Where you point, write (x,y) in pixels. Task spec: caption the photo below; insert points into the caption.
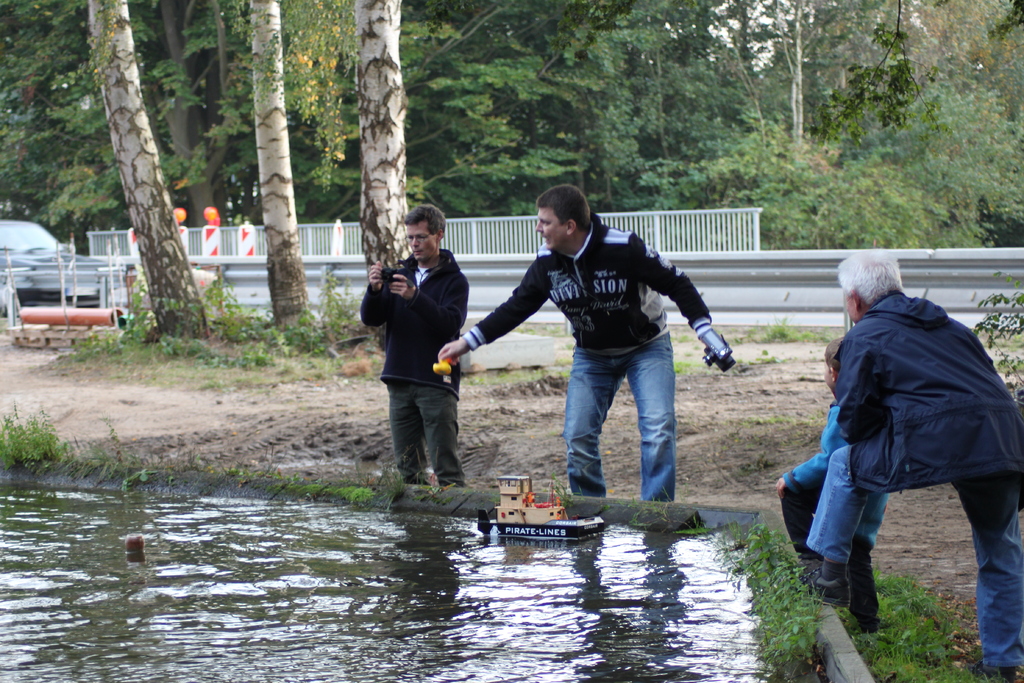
In this image we can see some persons (892,342), grass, toys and other objects (552,363). In the background of the image (292,209) there is a vehicle (33,256), fence (349,224), trees (283,237) and other objects (251,226). At the bottom of the image (440,580) there is water (370,654).
